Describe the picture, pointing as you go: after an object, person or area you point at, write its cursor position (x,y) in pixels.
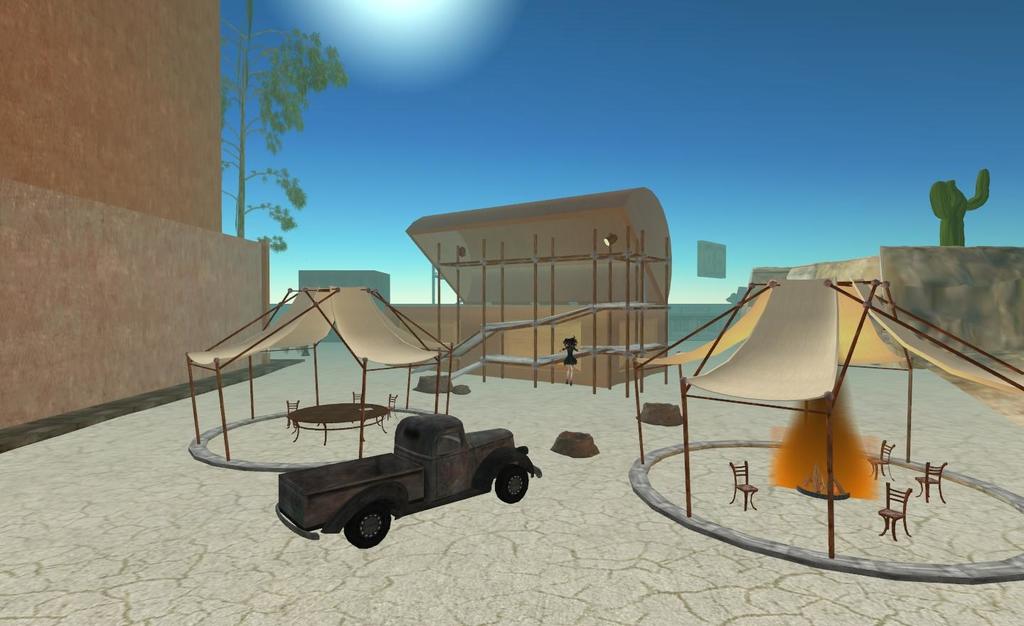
This is a animated image where we can see vehicle (372,463), tents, chairs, and a wall (193,340) at the bottom of this image (432,454), and there is a blue sky (521,145) at the top of this image (442,160), and there is a tree (243,142) on the left side of this image (242,156), and on the right side of this image (936,201).
